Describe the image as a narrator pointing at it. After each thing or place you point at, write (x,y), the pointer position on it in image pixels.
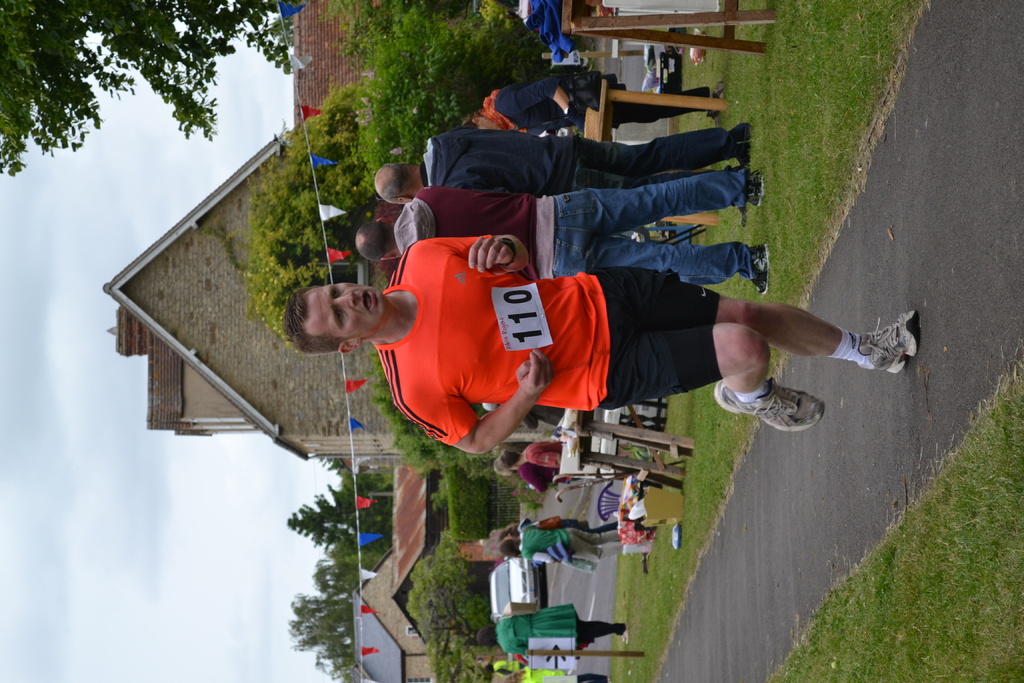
In this image we can see a few people (577,369), among them some people (517,533) are carrying bags (554,528), there are some trees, houses (225,384), tables (582,435), chairs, plants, vehicle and some other objects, in the background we can see the sky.
